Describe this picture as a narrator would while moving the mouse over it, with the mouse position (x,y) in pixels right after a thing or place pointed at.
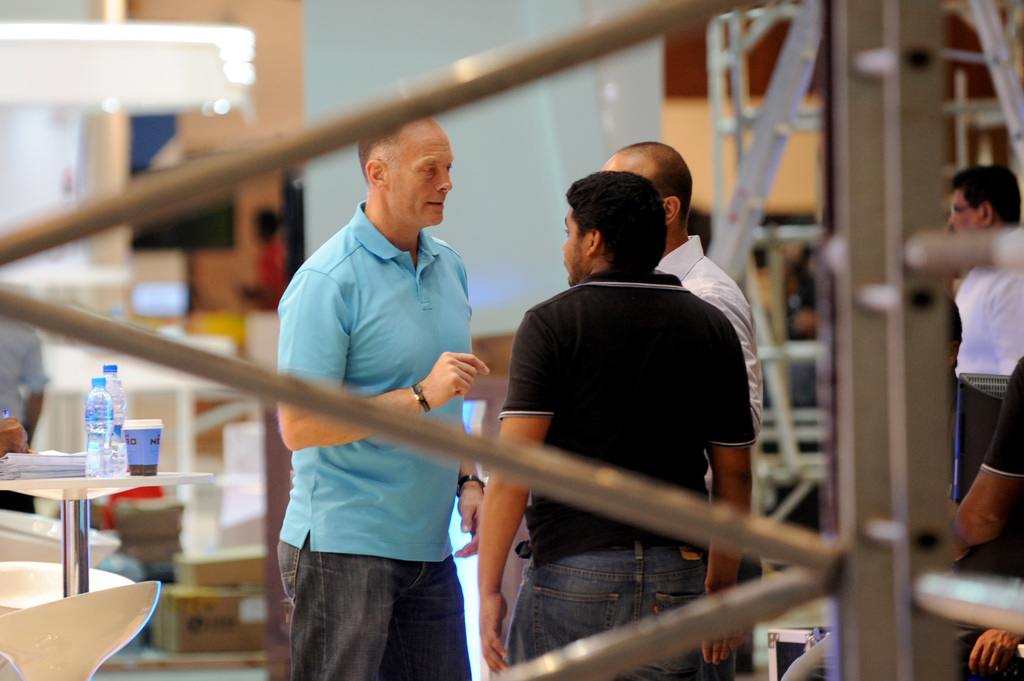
In this image we can see there are people (501,496) standing on the floor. And there are iron rods (523,61) in front of them. And there is a person's hand (8,431) holding a pen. There is a table (109,482), on the table (80,489) there are papers (52,458), bottles (112,430) and cup (149,449). At the back (277,527) there is a pillar (103,182). And at the back (356,70) it looks like a blur.
